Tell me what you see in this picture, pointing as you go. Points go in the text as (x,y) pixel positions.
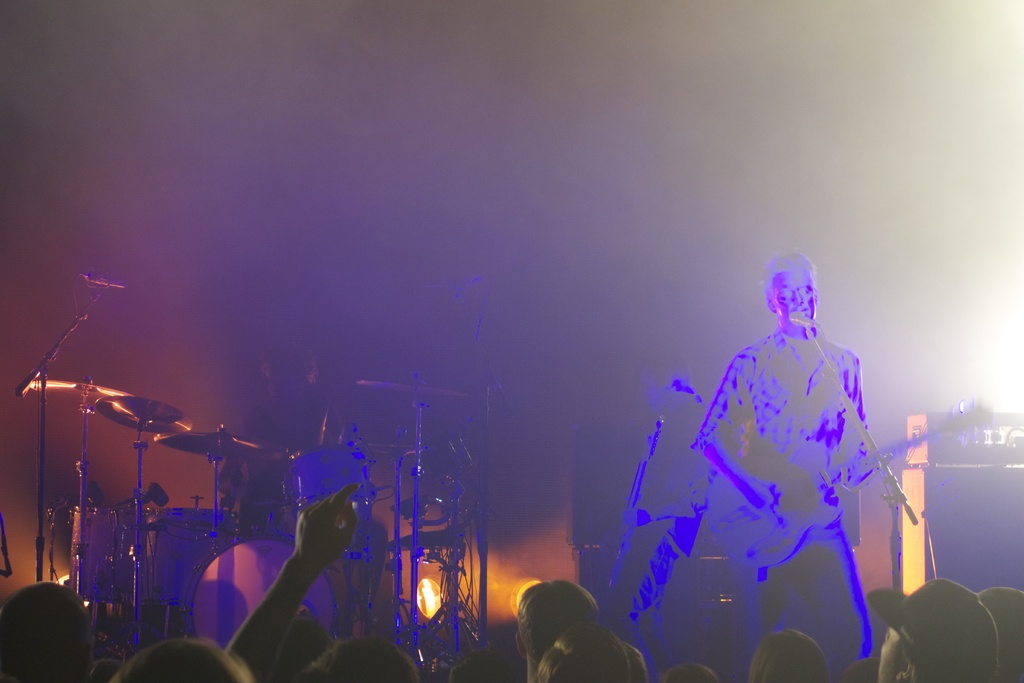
This picture describes about group of people (539,598), in the right side of the image (757,428) we can see a man (788,382), and he is playing guitar (784,495) in front of the microphone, in the background (421,508) we can find few musical instruments (357,531) and lights (424,606).
